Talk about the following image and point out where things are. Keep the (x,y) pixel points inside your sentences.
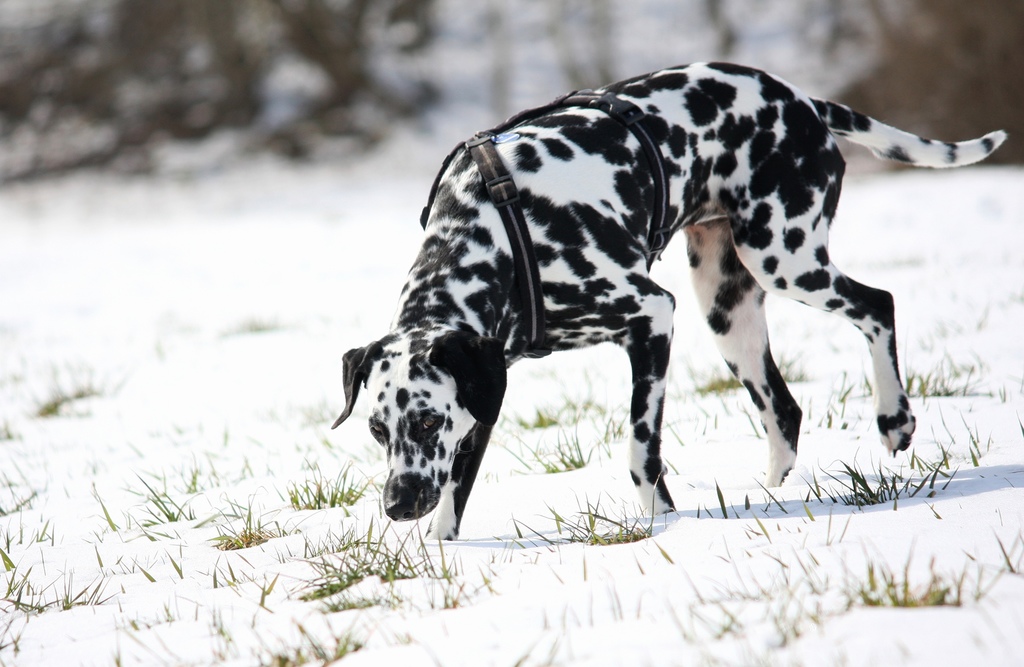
In this image we can see one dog (452,335) with belt (539,113) walking on the ground (415,542), some grass (375,541) on the ground (529,403), the ground (626,383) is full of snow (147,403) and the background (1011,69) is blurred.
